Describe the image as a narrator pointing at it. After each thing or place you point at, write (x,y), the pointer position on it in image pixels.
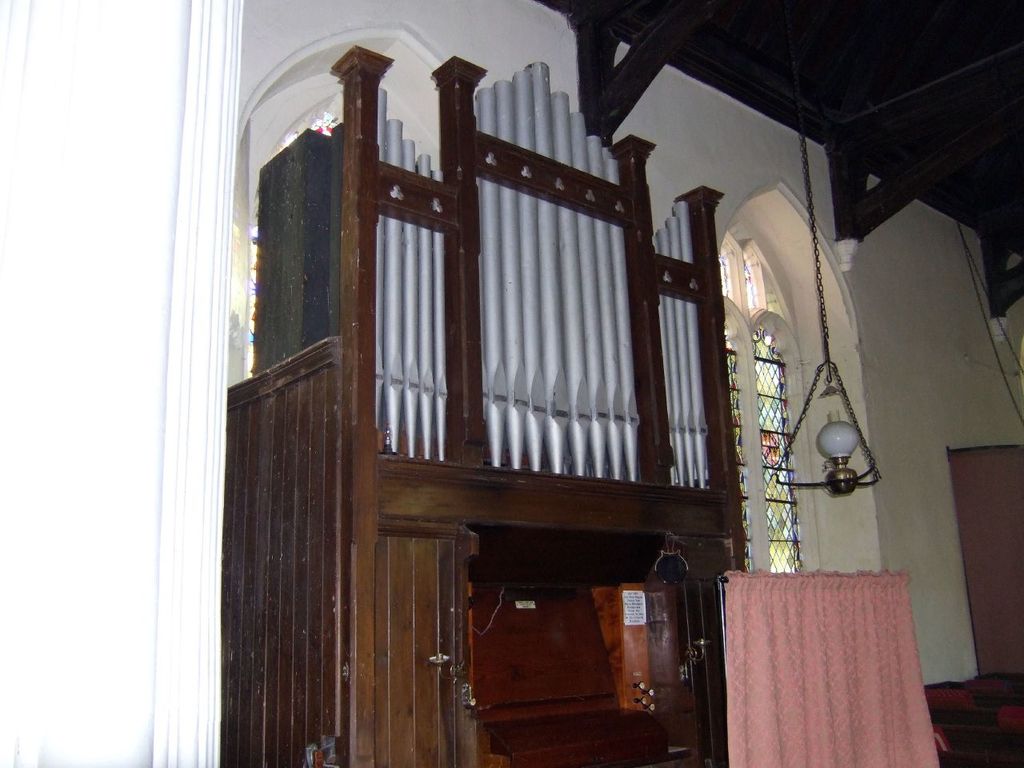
Here in this picture we can see a pipe organ (300,642) present over there and beside it we can see a window (771,428) and a curtain (760,613) present and we can see a light (843,445) is hanging on the roof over there.
